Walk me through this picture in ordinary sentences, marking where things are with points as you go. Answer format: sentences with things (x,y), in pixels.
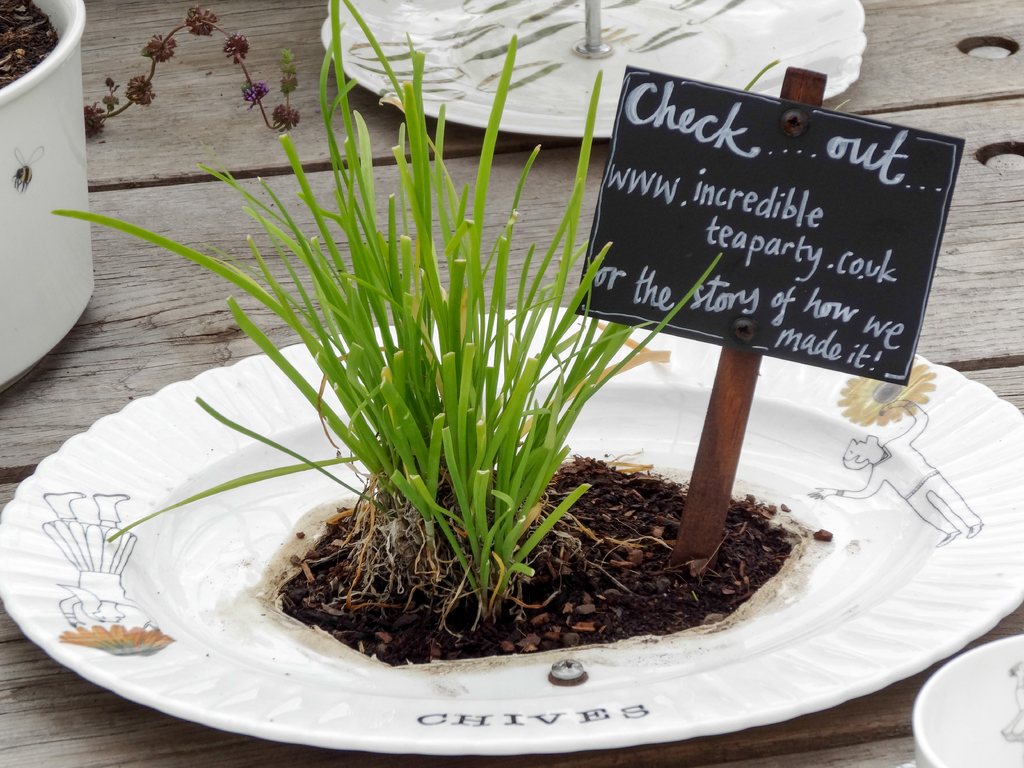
In the image we can see plate (718,688), white in color and design (98,571) on the plate (510,680). On the plate (625,652) we can see soil (563,579), grass (442,438) and a small board (753,302). Here we can even see white container (61,262) and a bowl (972,723). Here we can see a wooden surface (938,327).
